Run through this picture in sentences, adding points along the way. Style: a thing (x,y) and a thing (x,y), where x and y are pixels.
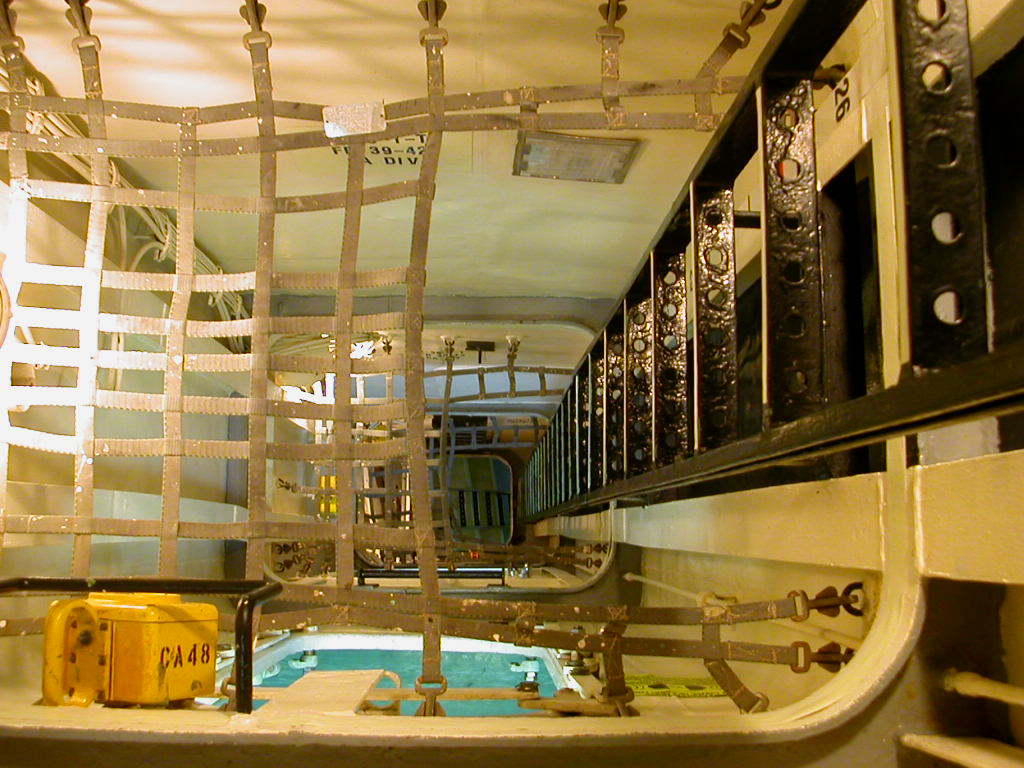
In this image I can see yellow box (113,649), floor (329,666) and ceiling (484,151).
